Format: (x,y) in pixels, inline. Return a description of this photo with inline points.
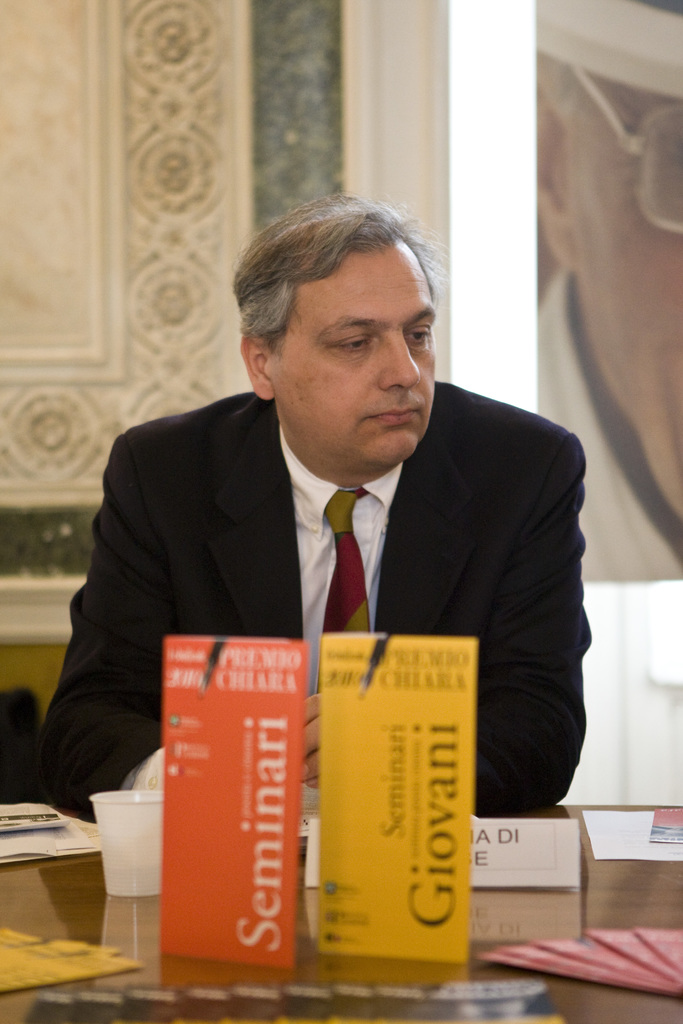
In this image we can see a person (483,807). In front of the person (486,760) there are group of objects (390,849) on the surface (604,919). Behind the person (428,264) we can see a wall (444,141) and a poster (659,187).
